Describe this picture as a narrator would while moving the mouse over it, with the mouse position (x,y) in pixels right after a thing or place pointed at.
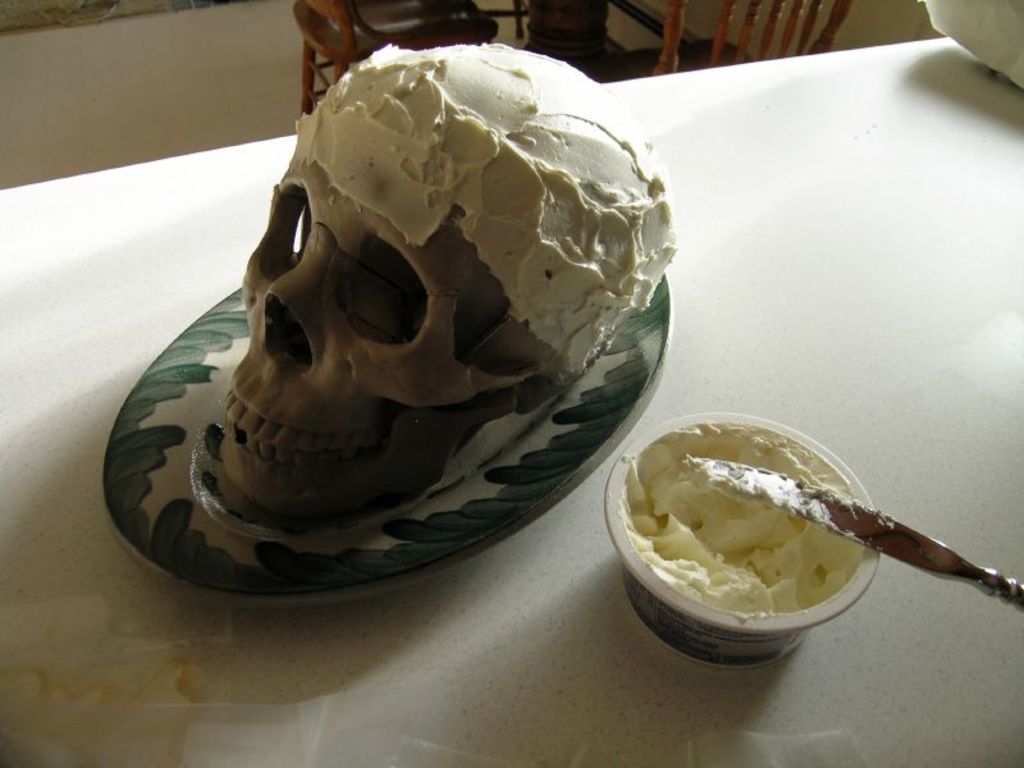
In this image I can see the skull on the plate (255,538). I can also see a bowl (676,612) on the table (491,643) and the table (614,721) is in white color.
